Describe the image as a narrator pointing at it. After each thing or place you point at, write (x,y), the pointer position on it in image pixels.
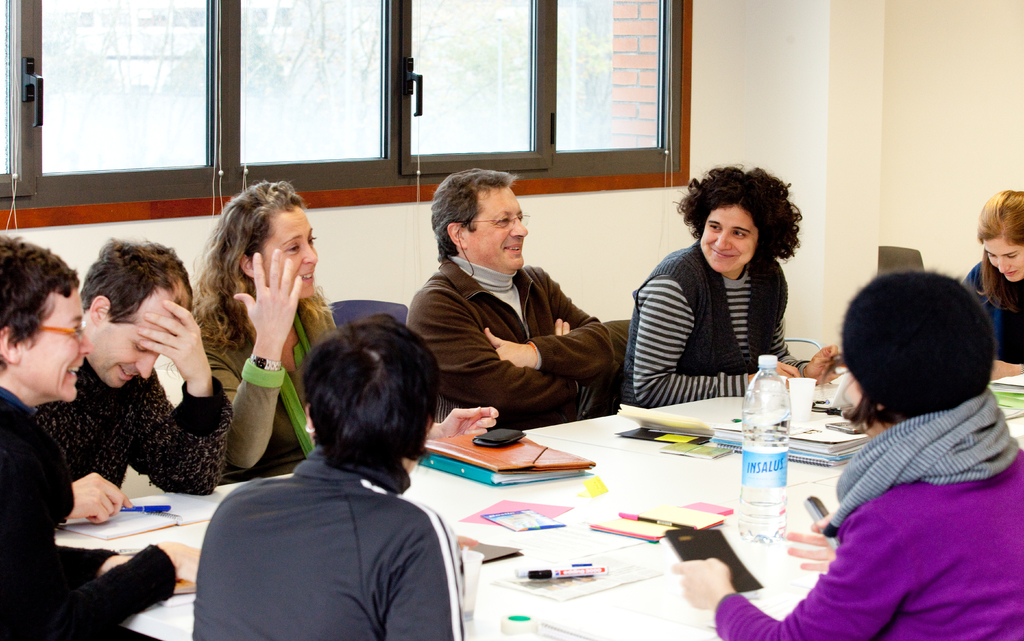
In this picture there are a group of people (927,319) sitting and has a table (670,468) in front of them with water bottle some books (466,472) markers (590,569) notepads (621,523) papers (589,538) and in the background (535,93) there is a window (535,93).
